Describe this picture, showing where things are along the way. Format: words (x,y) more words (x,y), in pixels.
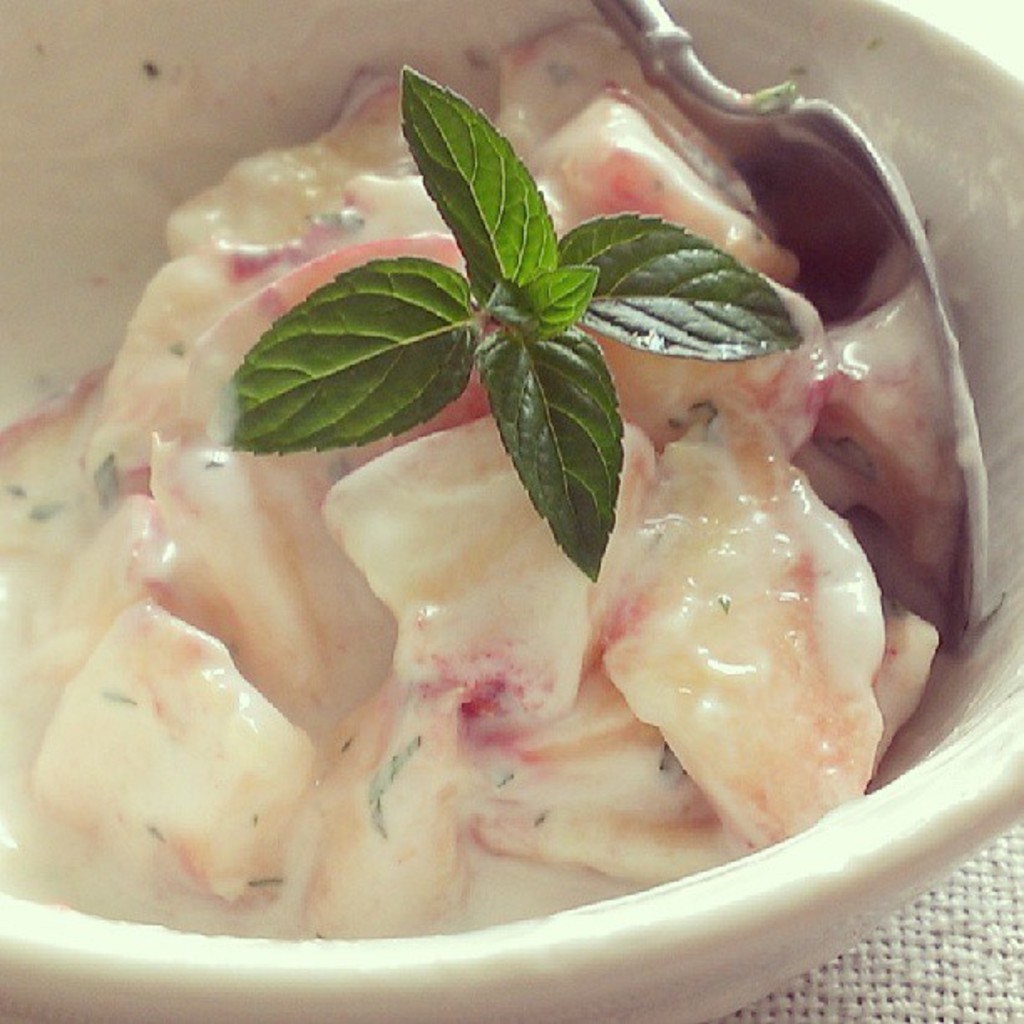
In this picture I can see food items (437,548) and a spoon (860,287) in a bowl (742,74).
